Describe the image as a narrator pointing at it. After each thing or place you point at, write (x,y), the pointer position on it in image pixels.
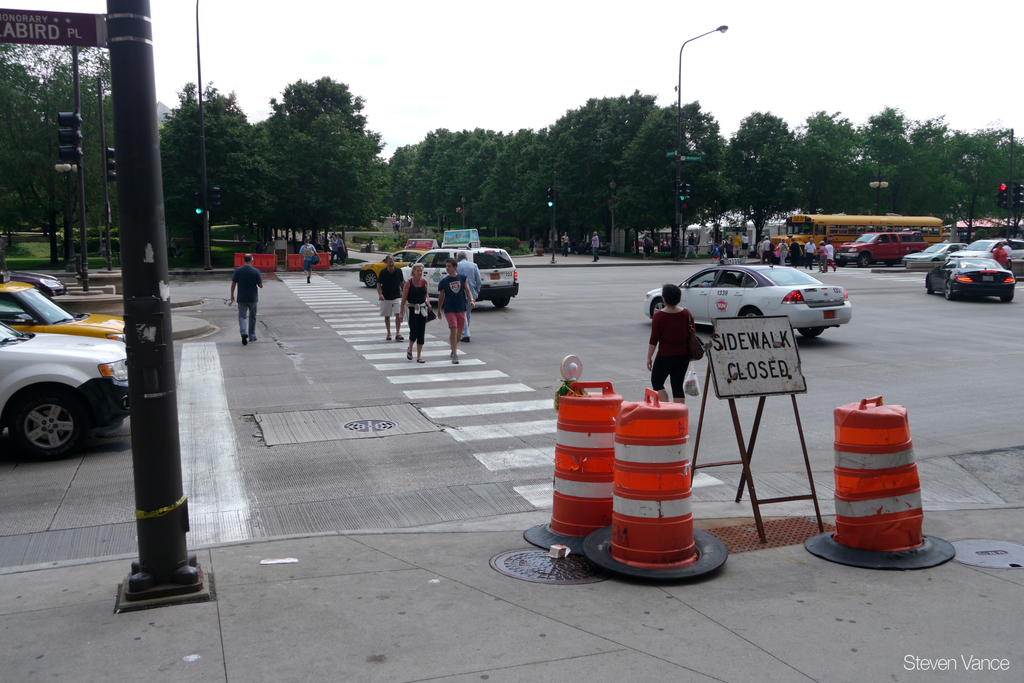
This picture is clicked outside the city. In this picture, we see people (414,312) are crossing the road (504,445). Beside them, we see cars (451,256) which are moving on the road (947,318). In front of the picture, we see traffic stoppers (921,482) and a board (743,360) in white color with some text (726,360) written on it. On the left side (141,244), we see a pole (154,204) and beside that, we see cars (87,374) on the road (95,501). There are people (826,265) walking on the road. We even see vehicles (842,230) moving on the road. There are trees (646,165) and street lights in the background (578,168). At the top of the picture (714,20), we see the sky (653,42).
